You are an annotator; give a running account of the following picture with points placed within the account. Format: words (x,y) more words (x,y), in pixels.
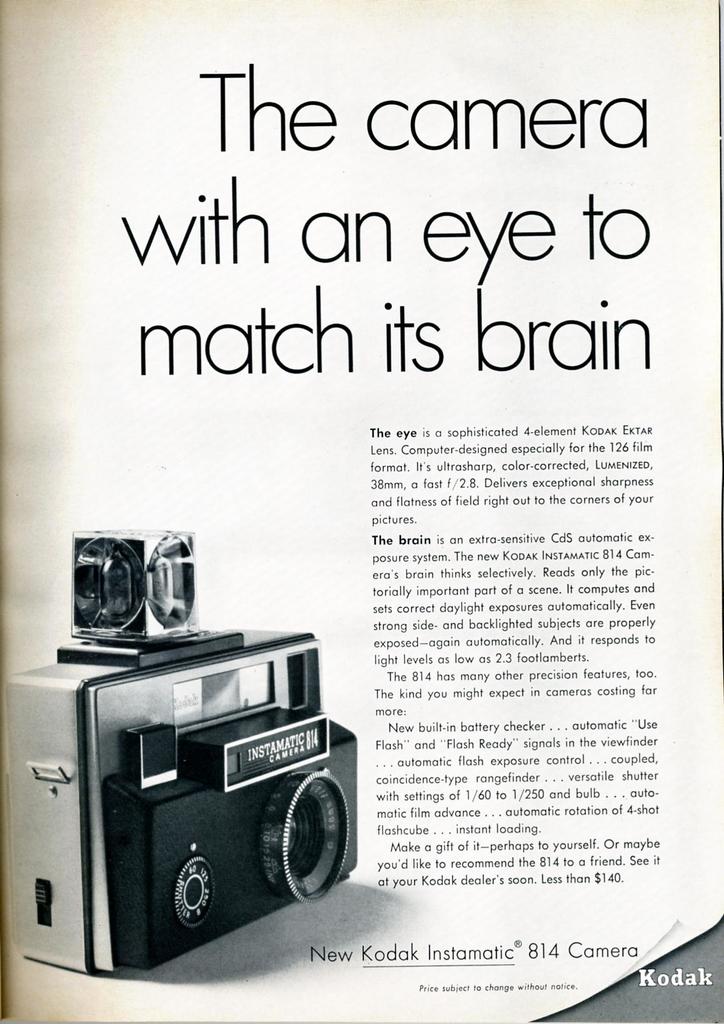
In this picture I can see a poster (362,576), on which there is the image of camera (209,716) and some text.
